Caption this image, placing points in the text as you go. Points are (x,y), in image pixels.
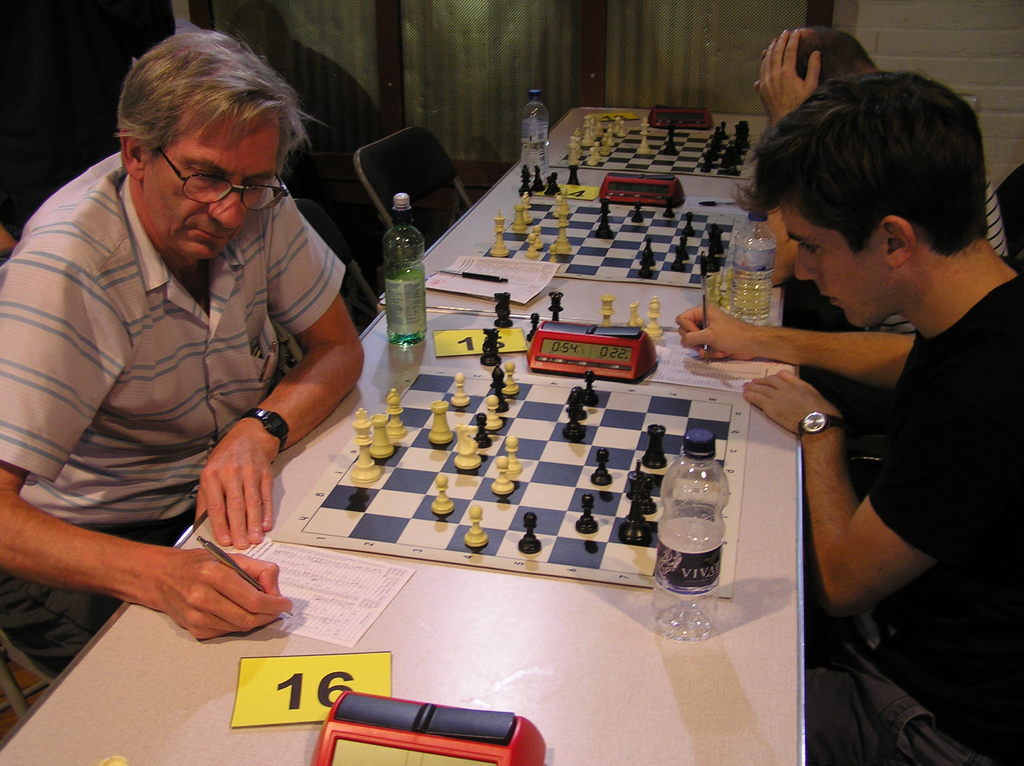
In this picture we can see three persons (268,227) sitting on chairs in front of a table (539,606) and on the table (204,732) we can see chess board (582,548) and chess pieces (558,306), paper (535,283) and pen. These two persons (936,374) writing something with pen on the papers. this is a number card (296,681). These are bottles (394,315).
